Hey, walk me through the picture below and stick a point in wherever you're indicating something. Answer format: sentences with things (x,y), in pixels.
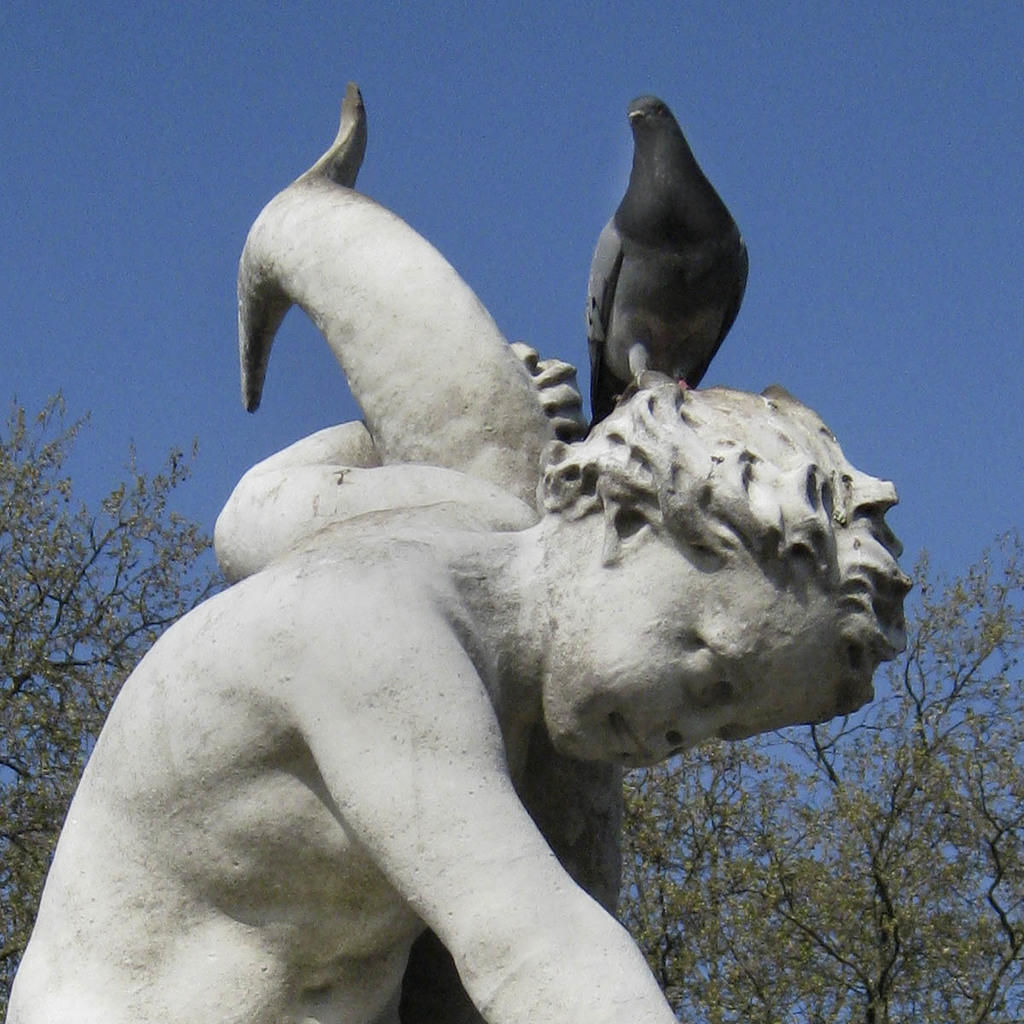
In this image there is the sky (783,171) towards the top of the image (501,118), there is a sculpture (395,698) towards the bottom of the image (605,697), there are trees (751,853) towards the bottom of the image (824,881), there is a bird (667,251) on the sculpture (291,898).
